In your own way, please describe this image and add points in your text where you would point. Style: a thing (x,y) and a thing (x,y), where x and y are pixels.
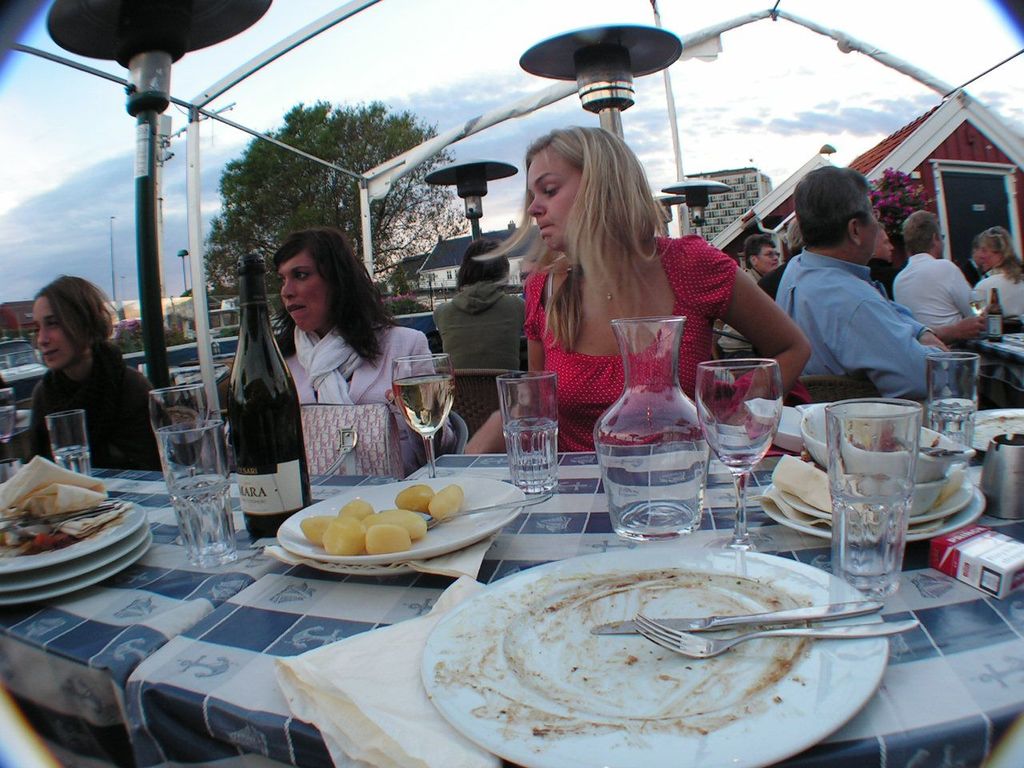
In this picture there are many people (61,385) sitting. The pink color t-shirt lady (629,296) is sitting in front of the table (571,471). On the table (546,510) there are jar (666,444), glasses (741,464), plates (680,601), knife (722,618), fork (691,641) and some food items (362,506) on it. And there is a bottle (271,430). In the background (503,133) there are some buildings (742,203), trees (417,183) and sky (418,57).
